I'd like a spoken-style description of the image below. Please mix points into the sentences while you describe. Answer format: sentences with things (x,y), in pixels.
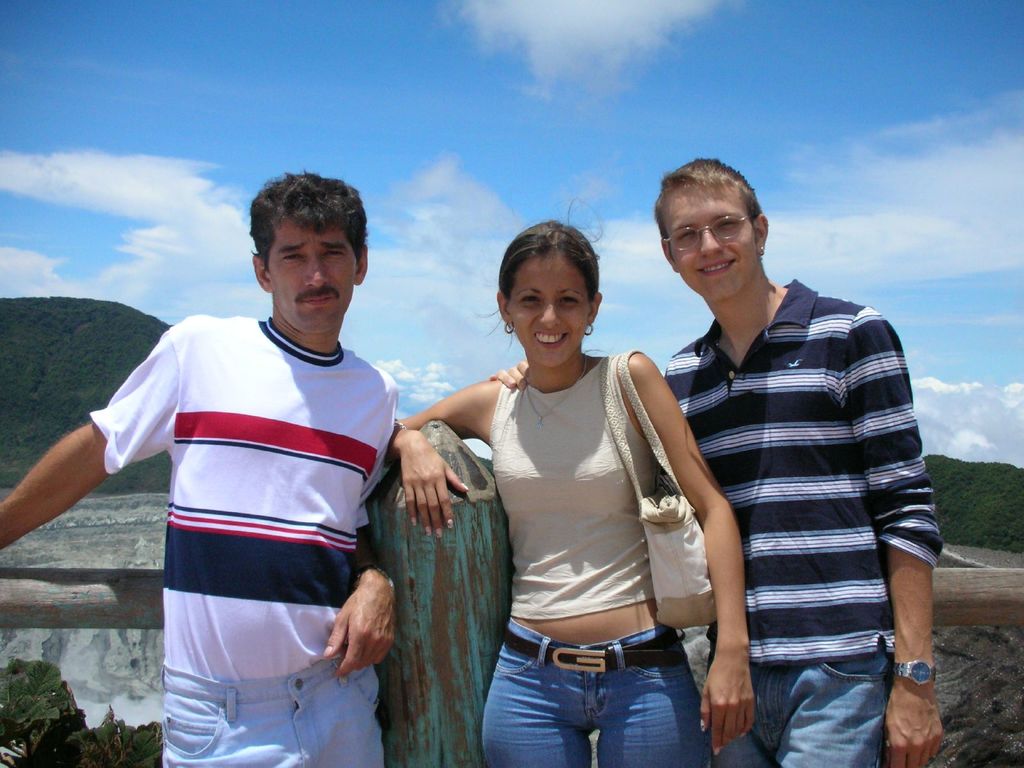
This picture is clicked outside. In the center (351,263) we can see the two men (301,375) wearing t-shirts (788,480) and standing in the center (569,394) there is a woman (522,409) wearing t-shirt (592,443), sling bag (622,438), smiling and standing. In the background (475,97) we can see the sky (556,121), hills (76,365), rocks (987,694) and some wooden objects (479,592) and some other items (133,759).
